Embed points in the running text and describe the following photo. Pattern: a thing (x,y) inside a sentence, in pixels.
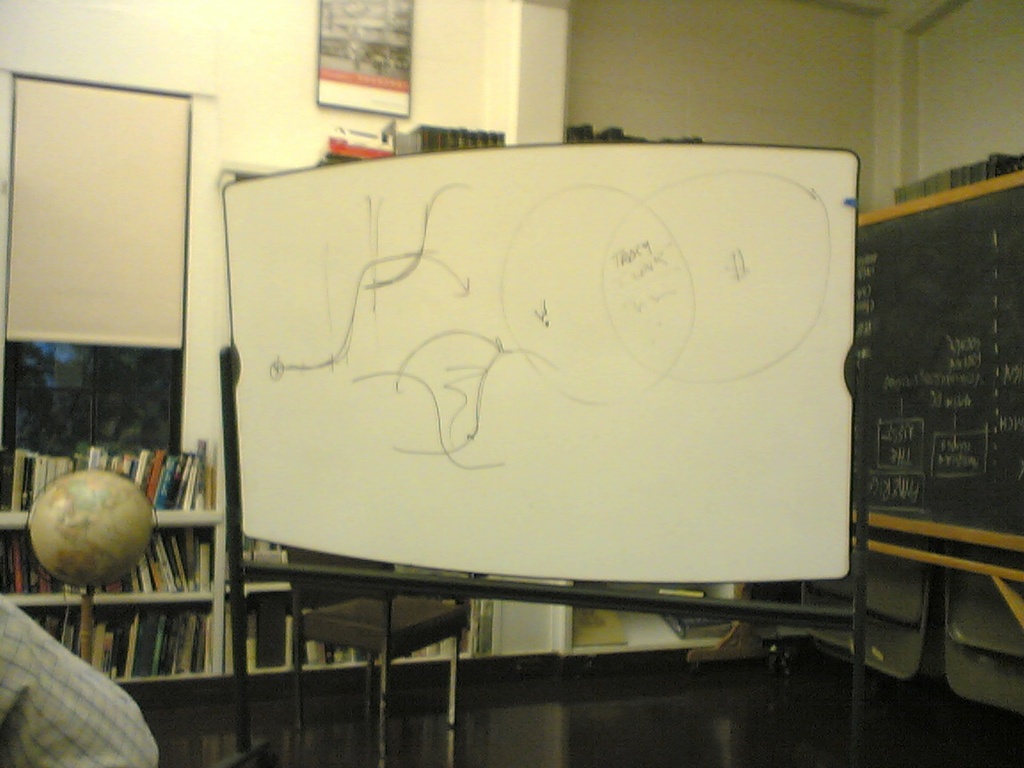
In the middle of the image (530,336) we can see a white board (638,569). In the background (98,549) we can see windows (54,370), globe (108,540), books (174,560) arranged in rows, blackboard (898,293), walls (415,82) and a wall hanging (385,82).
